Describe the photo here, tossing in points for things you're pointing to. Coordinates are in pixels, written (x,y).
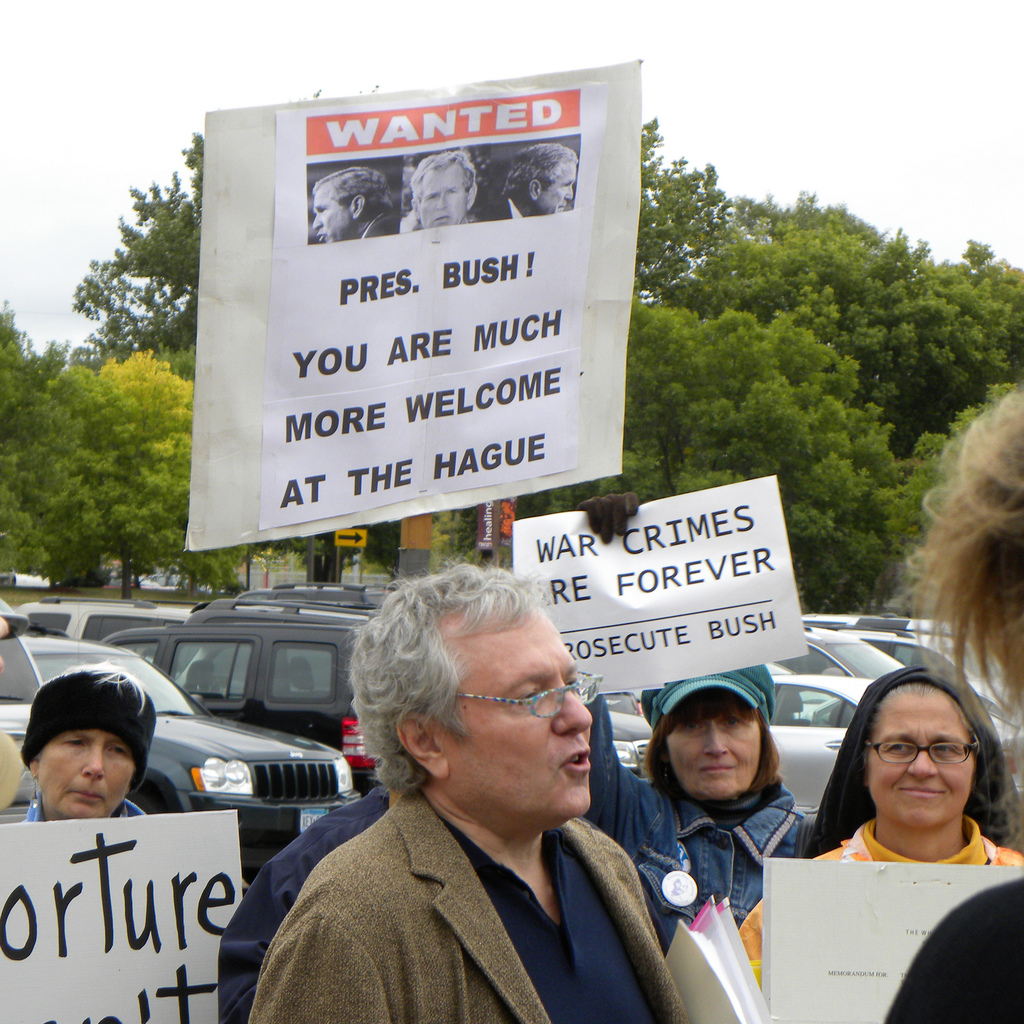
On the bottom (532,848) there is a man (532,759) who is wearing spectacle (571,685), blazer (442,1013) and shirt (609,982). Beside him we can see women (751,718) was standing near to him and everyone is holding the posters (82,889). In the background (310,715) we can see many cars (8,649) which are parked near to the trees (806,548). Here we can see sign board (362,537) near to the trees (373,531). On the top (879,62) there is a sky (837,65).
